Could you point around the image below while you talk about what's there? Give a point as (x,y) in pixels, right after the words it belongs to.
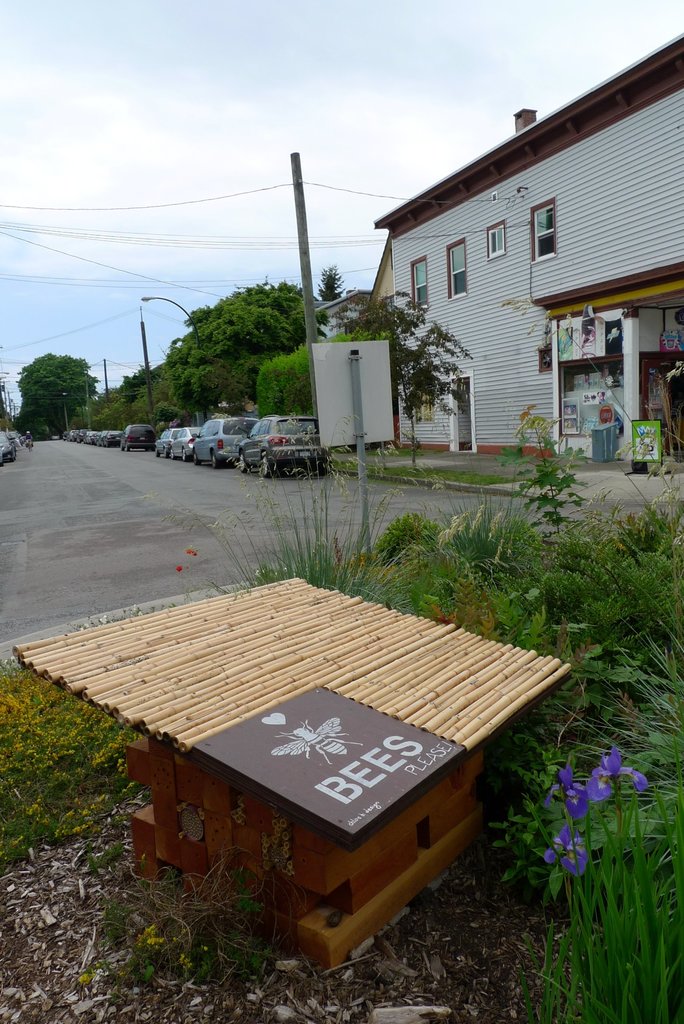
In this picture there are some cars (1,461) on the roadside (110,567). On the right side (653,235) there is a white color small shop (505,429) and trees (238,381). In the front (551,469) bottom side there is a brown color bamboo sticks (323,682) and some green plants (545,745).
